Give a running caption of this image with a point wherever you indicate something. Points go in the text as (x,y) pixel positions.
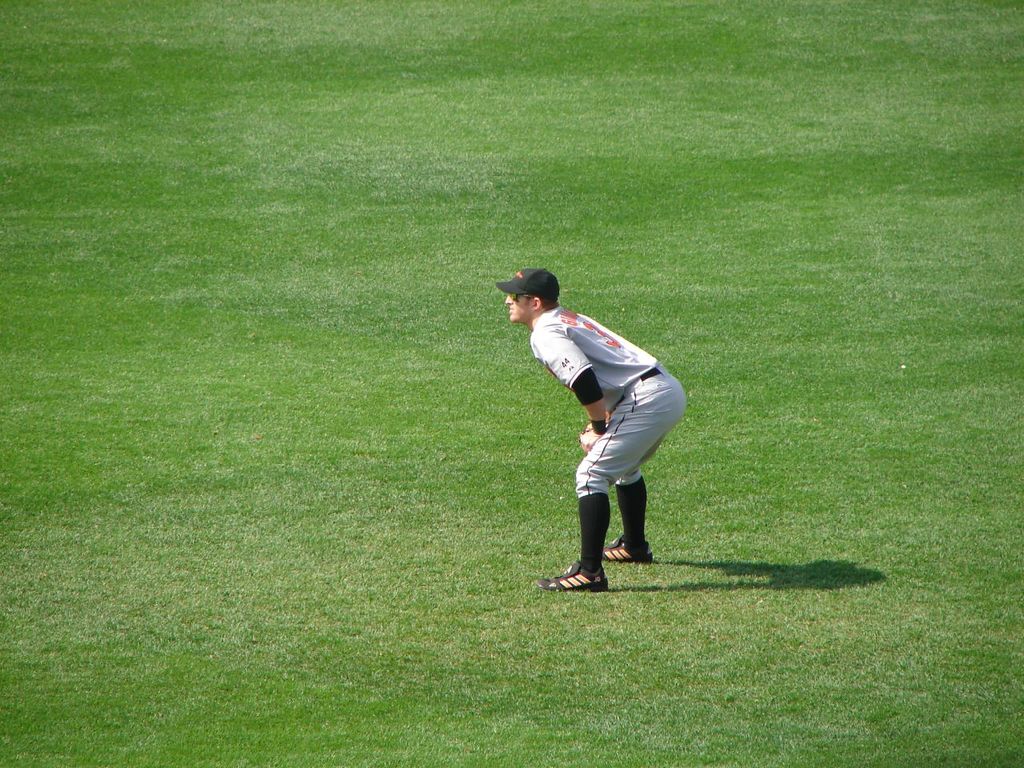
This picture is clicked outside. In the center (588,447) there is a person (528,304) wearing white color t-shirt (561,323), black color hat (525,278), sunglasses (514,301) and standing on the ground (660,522) and bending forward and we can see the ground (185,75) is covered with the green grass (557,241) and we can see the shadow (787,578) of a person (632,420) on the ground (772,587).
